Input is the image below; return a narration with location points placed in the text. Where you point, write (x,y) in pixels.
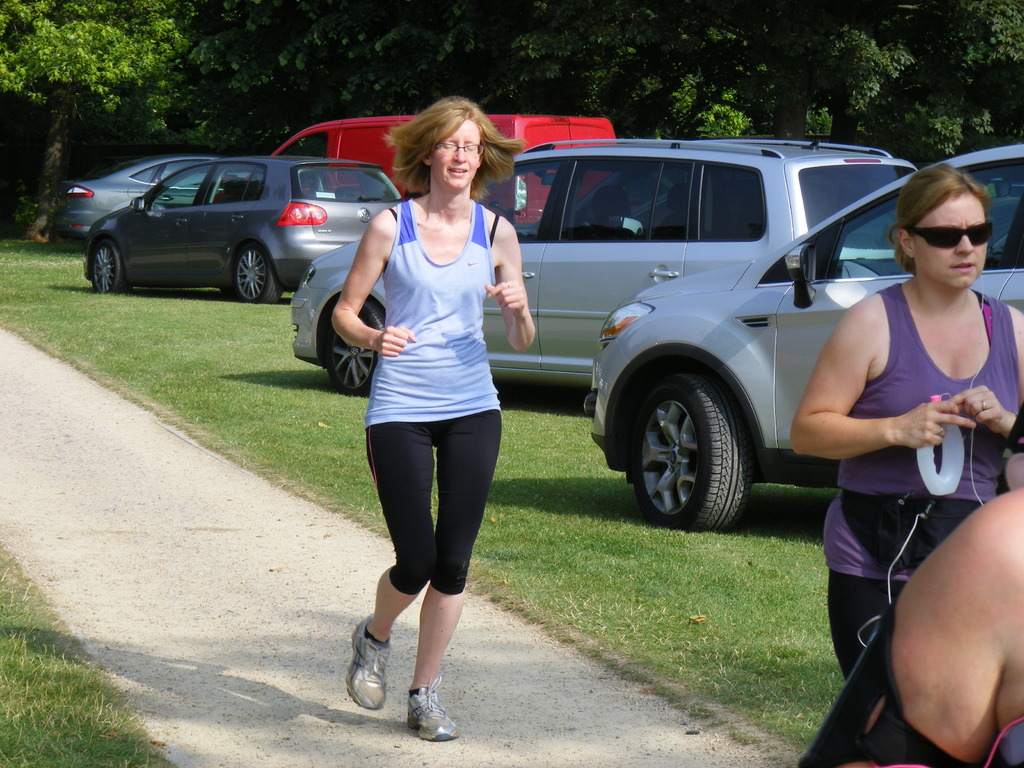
In this image, there are a few people (875,460), vehicles (594,217), trees (155,44). We can see the ground (219,419) with some grass (108,759).
